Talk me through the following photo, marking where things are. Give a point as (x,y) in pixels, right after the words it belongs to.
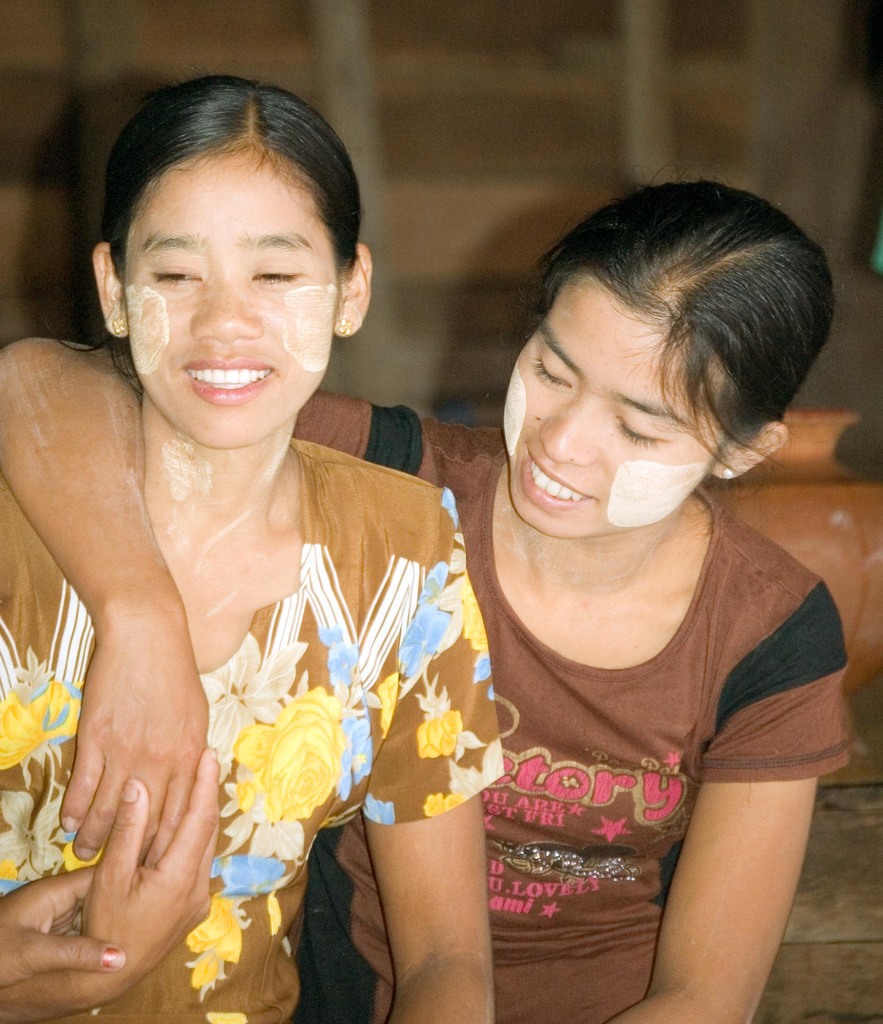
In this image I can see two women (405,833) wearing brown, black, blue and yellow colored dress (551,729) are smiling. In the background (454,388) I can see few blurry objects (569,111) and a pot (829,546) which is brown in color.
